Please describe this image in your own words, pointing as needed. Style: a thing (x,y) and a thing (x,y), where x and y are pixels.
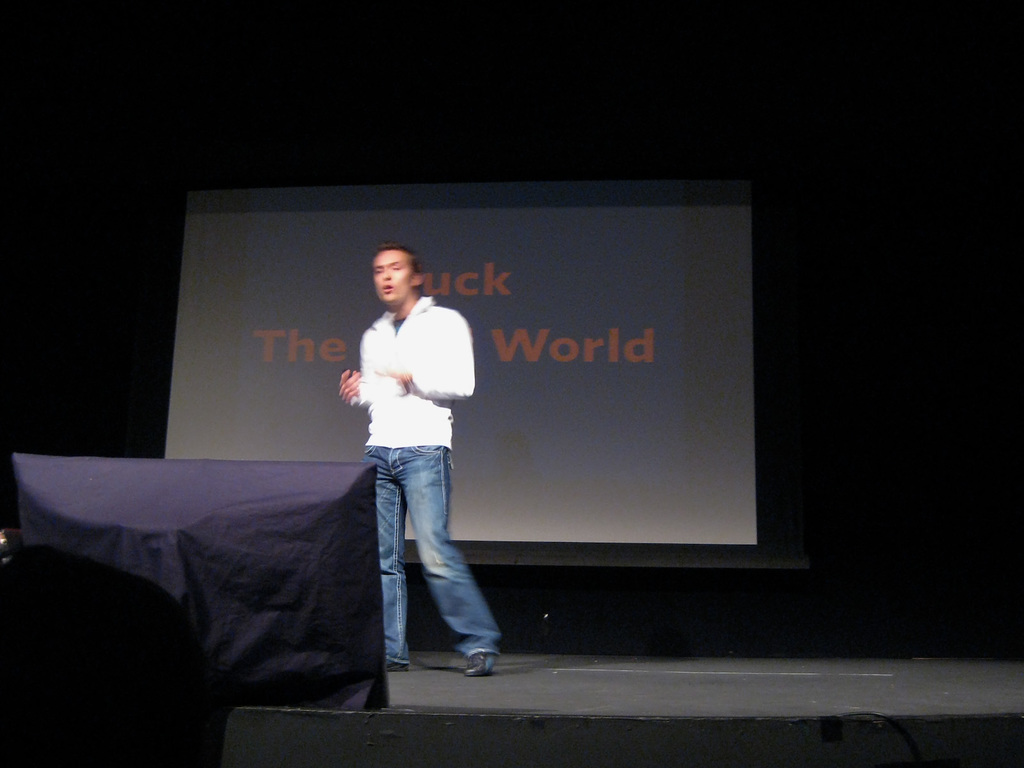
In this image I can see the person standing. In the background (647,331) I can see the projection screen (603,433). In front (270,548) I can see the purple color cloth (284,550) on some object (311,588).
